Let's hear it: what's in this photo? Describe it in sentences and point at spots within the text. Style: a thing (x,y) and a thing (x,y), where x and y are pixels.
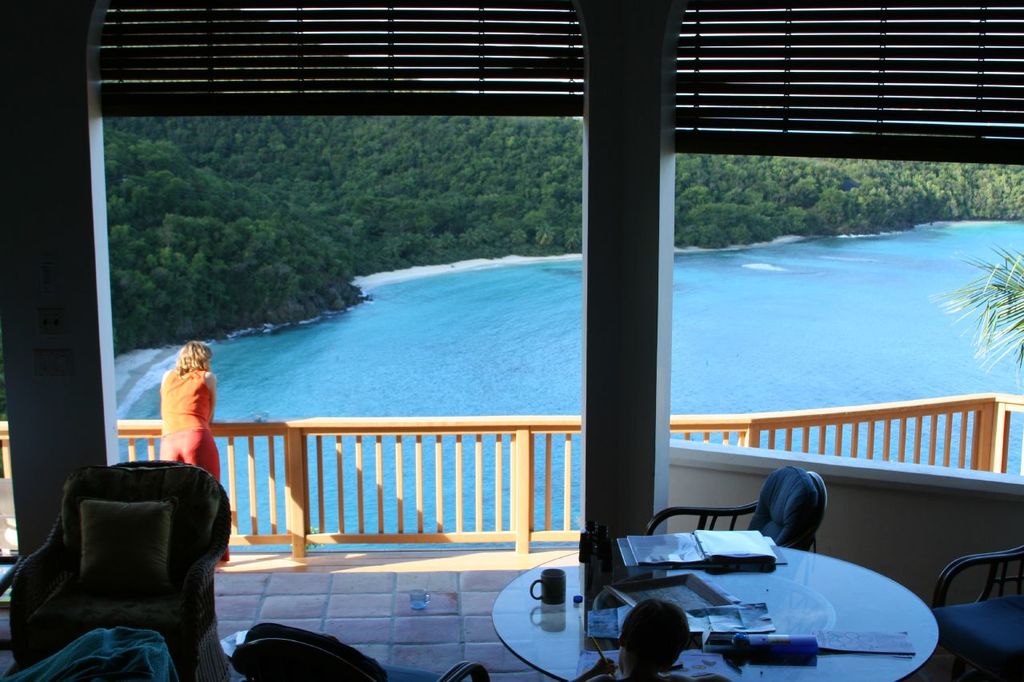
In this image i can see an inside view of a building (522,429) and a woman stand in front of the sea (296,373) there are trees (234,262) visible, on the right side (827,611) there is a table (774,595), on the table (787,591) there are some objects (610,565) kept and a head (659,608) visible and there is a chair (95,597) on the left side (126,526).
